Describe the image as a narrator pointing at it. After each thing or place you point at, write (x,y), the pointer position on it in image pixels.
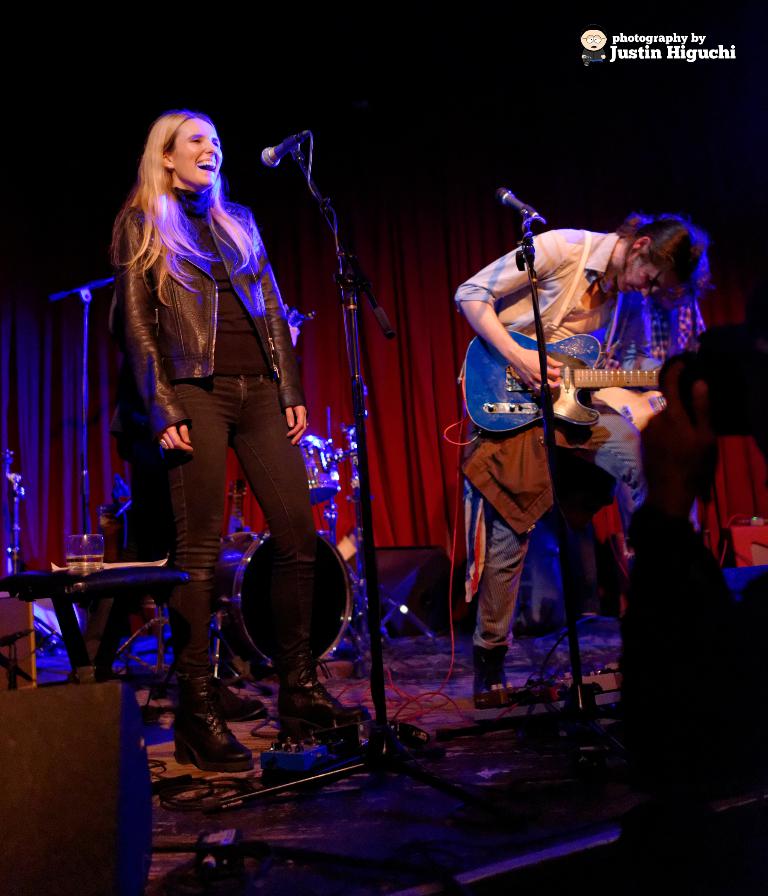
As we can see in the image there are two persons (211,285) standing on stage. The person (555,301) on the right side (573,243) is holding guitar (517,424) in his hand (549,372) and there are mike's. Behind them there is a red color curtain (436,345).
